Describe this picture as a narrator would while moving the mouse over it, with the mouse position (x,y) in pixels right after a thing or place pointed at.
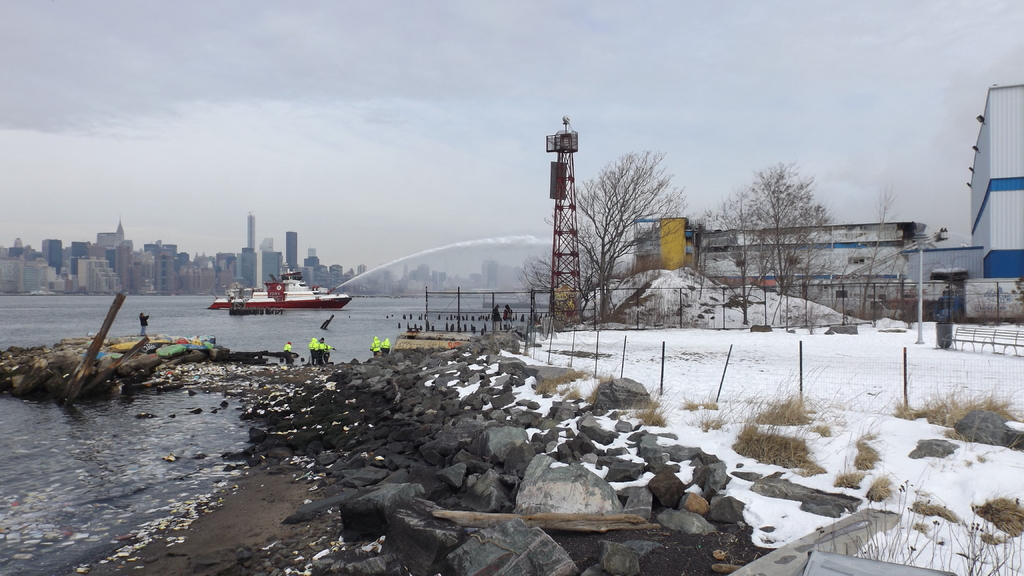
This picture is clicked outside the city. In the foreground (529,465) we can see the rocks (420,432), a water body (40,503) and the ground (866,371) which is covered with the snow (897,364) and there are some objects (996,433) on the ground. On the right (1011,138) we can see the buildings (831,233) and the trees (618,202) and some metal rods (576,299). In the center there is a ship (291,297) in the water body (399,315). In the background (225,260) we can see the sky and the buildings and the skyscrapers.
